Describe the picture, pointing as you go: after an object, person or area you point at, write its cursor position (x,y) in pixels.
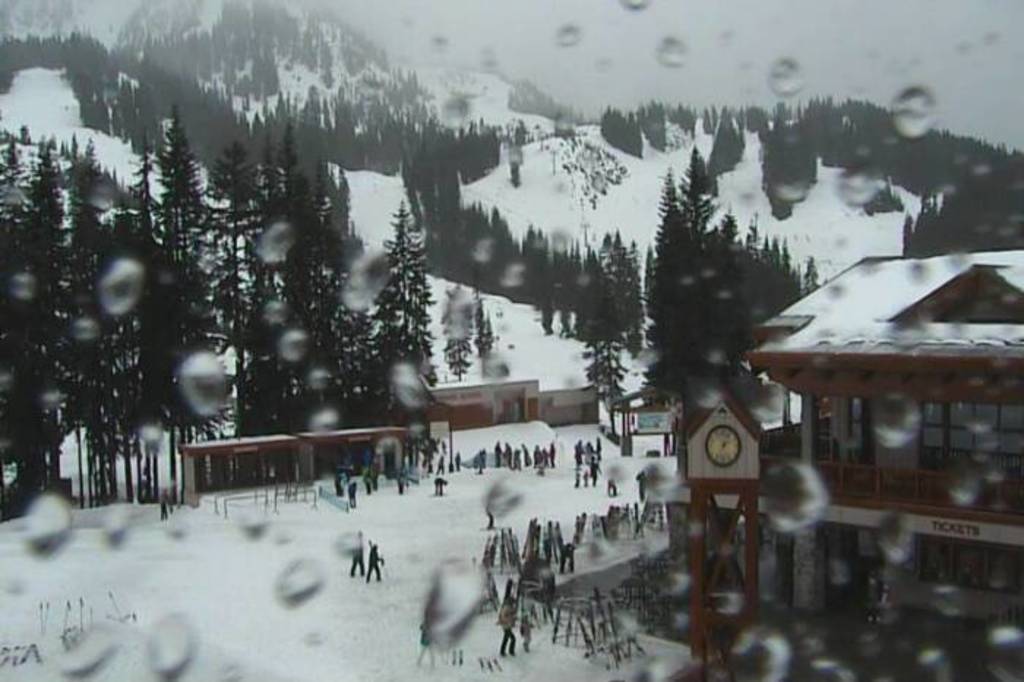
In this image we can see trees (496,224), houses (1014,404), clock tower (716,462), persons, snow (426,561), sky (801,49) and mountains (215,72).
